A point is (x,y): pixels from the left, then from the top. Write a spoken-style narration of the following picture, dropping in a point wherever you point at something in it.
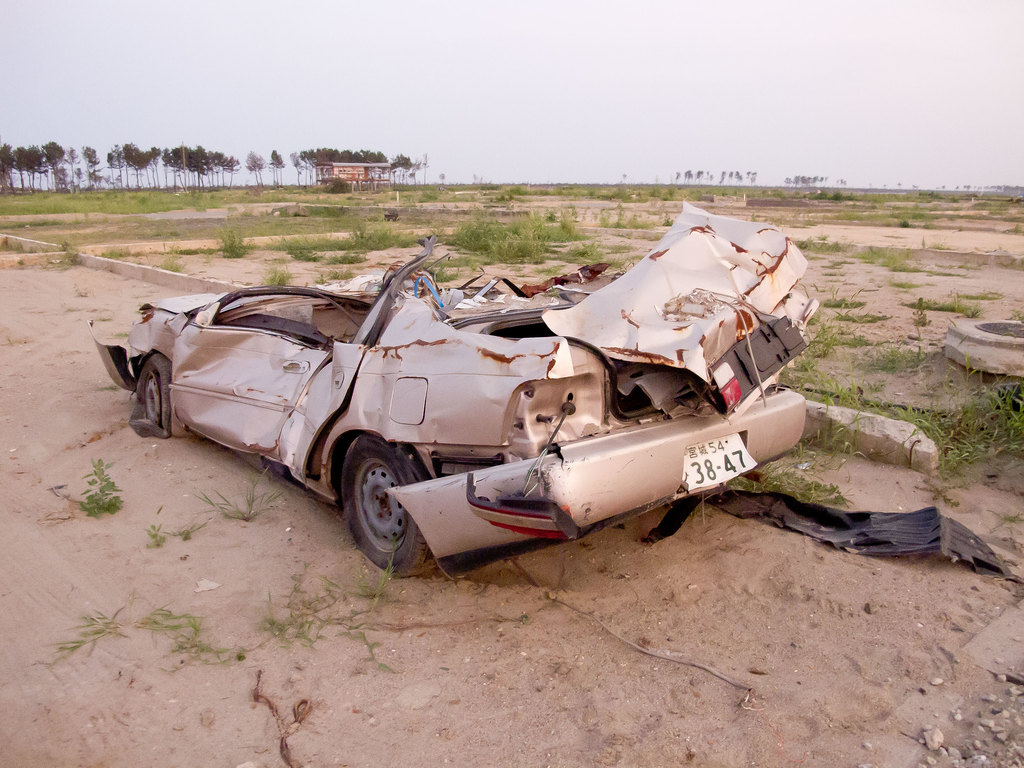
In the center of the image (586,365), we can see a damaged vehicle (373,350) and in the background (401,219), there are plant (372,222) and we can see a shed (347,173) and trees (52,157). At the bottom (364,636), there is ground (755,647).
